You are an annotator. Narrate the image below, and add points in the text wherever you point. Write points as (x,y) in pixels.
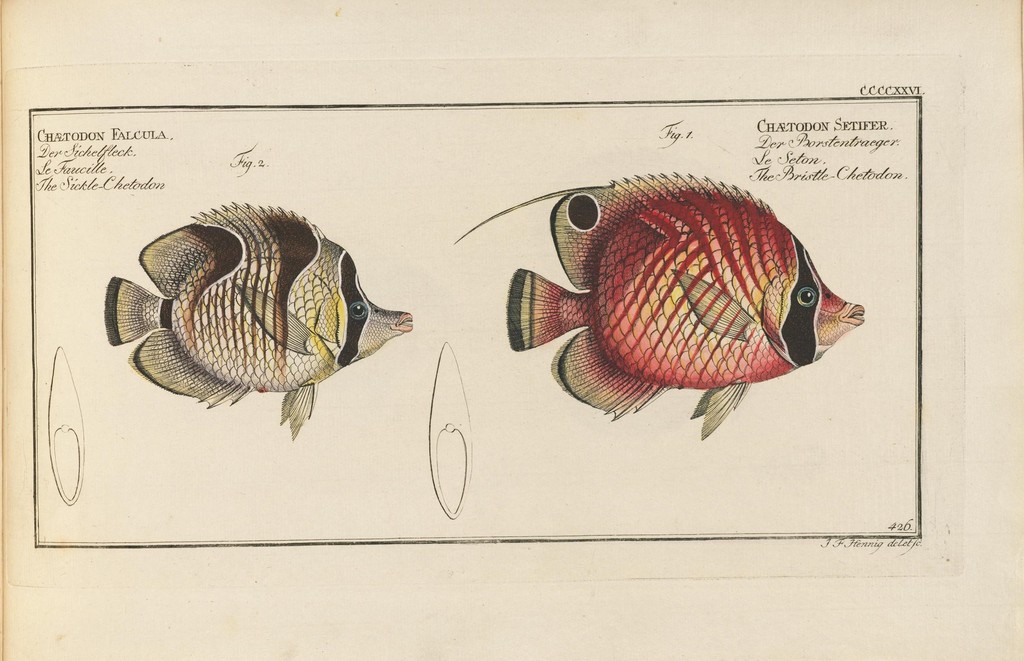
In this image we can see the pictures (306,371) of the fishes (333,369). We can also see some text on this image.
